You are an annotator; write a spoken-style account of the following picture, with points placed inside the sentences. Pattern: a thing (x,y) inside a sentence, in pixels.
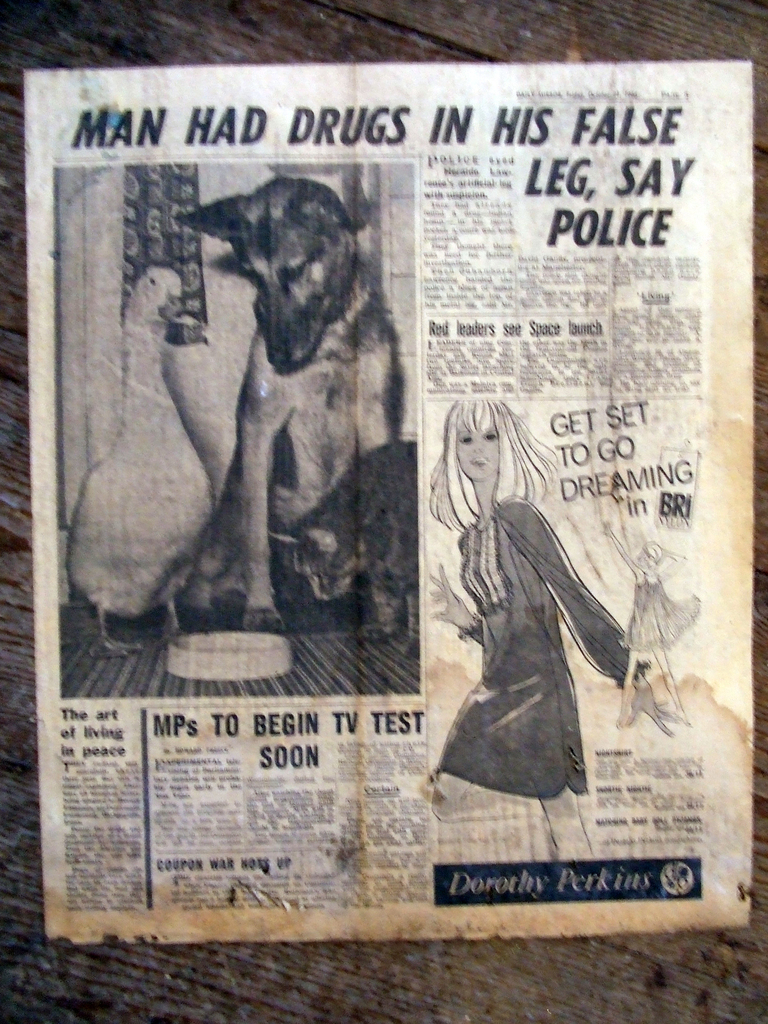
In this image in the center (316,657) there is one paper (487,707), in that paper (227,153) there is some text (631,331) and one person (516,545) and a dog (233,510). In the background (588,1002) there is a wall (446,27).
